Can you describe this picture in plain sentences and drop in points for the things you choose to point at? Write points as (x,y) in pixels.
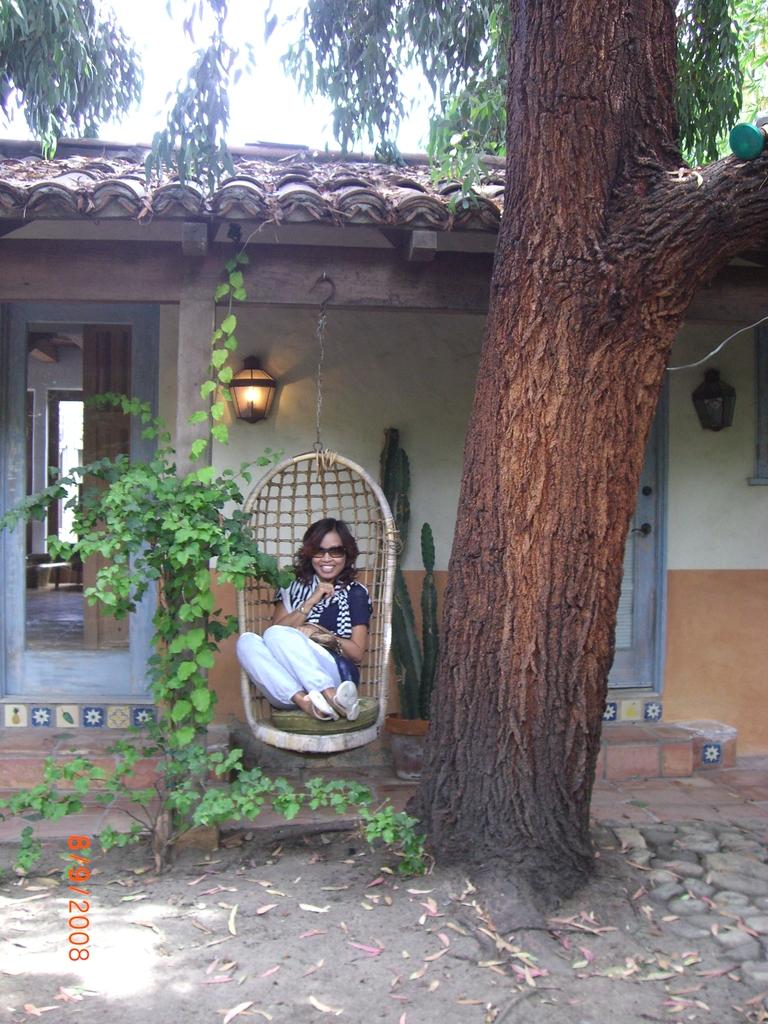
In this image we can see there is a house (180,289) with doors (116,345) and lights (258,360). In front of the house (378,739) there is a person (331,600) sitting on the swing chair (339,723). And there is a potted plant (415,725), tree (548,87), leaves (499,150) and the sky (274,135).
